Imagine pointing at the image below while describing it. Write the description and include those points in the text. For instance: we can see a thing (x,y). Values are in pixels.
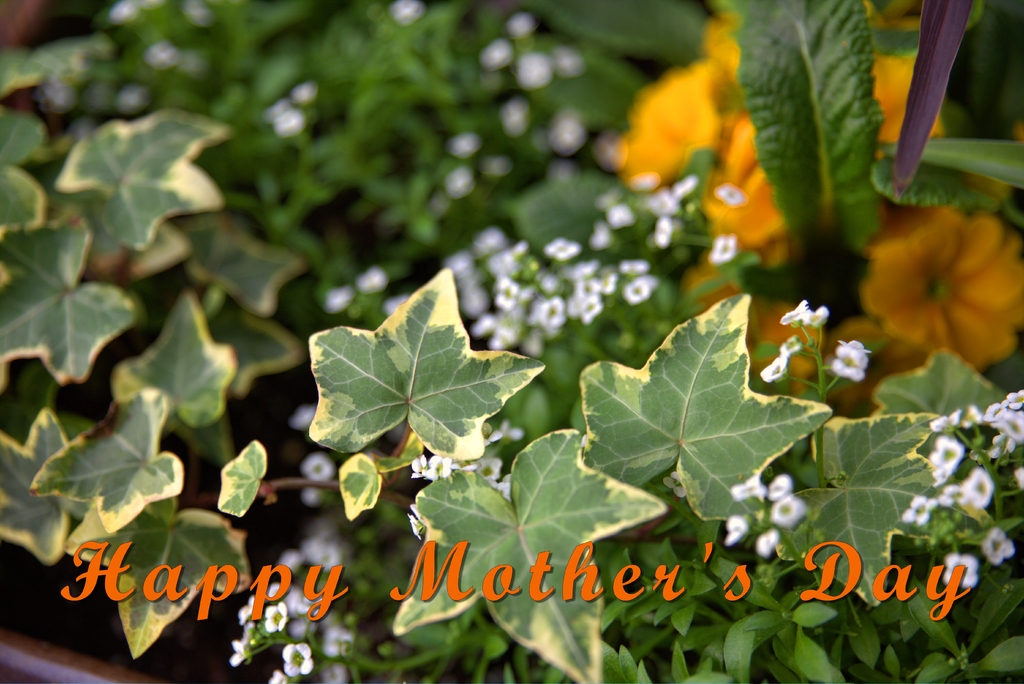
In this image, on the right side (780,237), we can see a plant (773,217) with some flowers (774,220) which are in yellow color. In the middle of the image (494,275), we can see some plants (587,338) which are in white color. On the left side (182,146), we can see some plants (6,156). In the background (486,157), we can see some plants (461,5) with flowers (494,43) which are in white color. At the bottom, we can see some text (938,576) written on the image.
